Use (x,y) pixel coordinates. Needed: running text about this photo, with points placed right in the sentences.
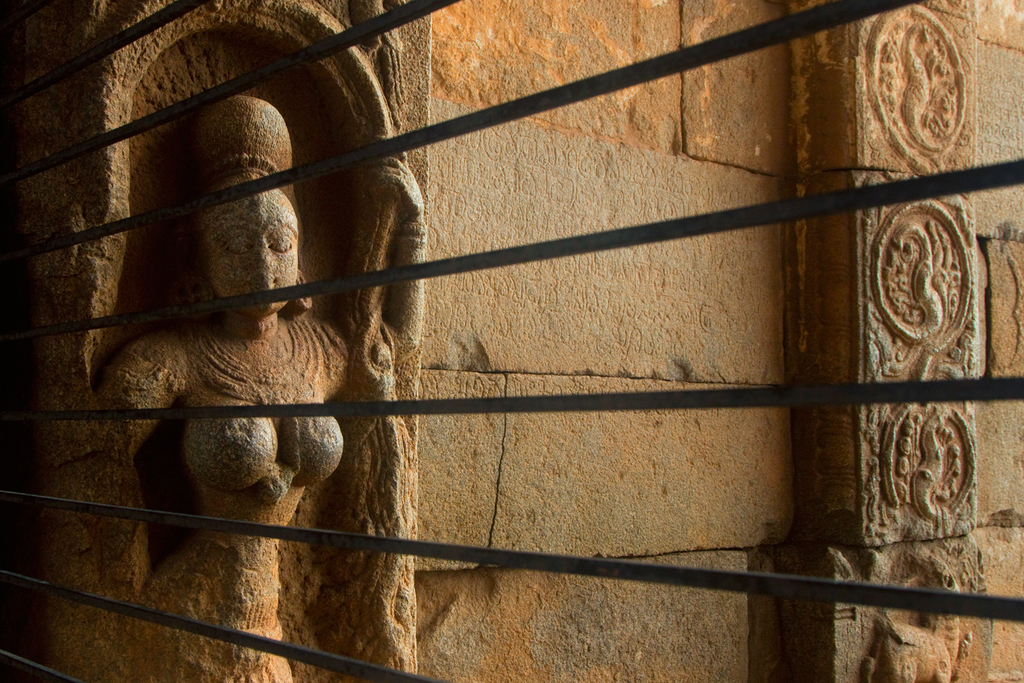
In this image I can see a well carved rock wall (519,298). I can see woman sculpture (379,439) on the wall (446,87) on the left hand side (306,447). I can see carved a pillar (852,81) on the right hand side (871,430). I can see some grills (821,589) through which I can see the wall (488,313).
